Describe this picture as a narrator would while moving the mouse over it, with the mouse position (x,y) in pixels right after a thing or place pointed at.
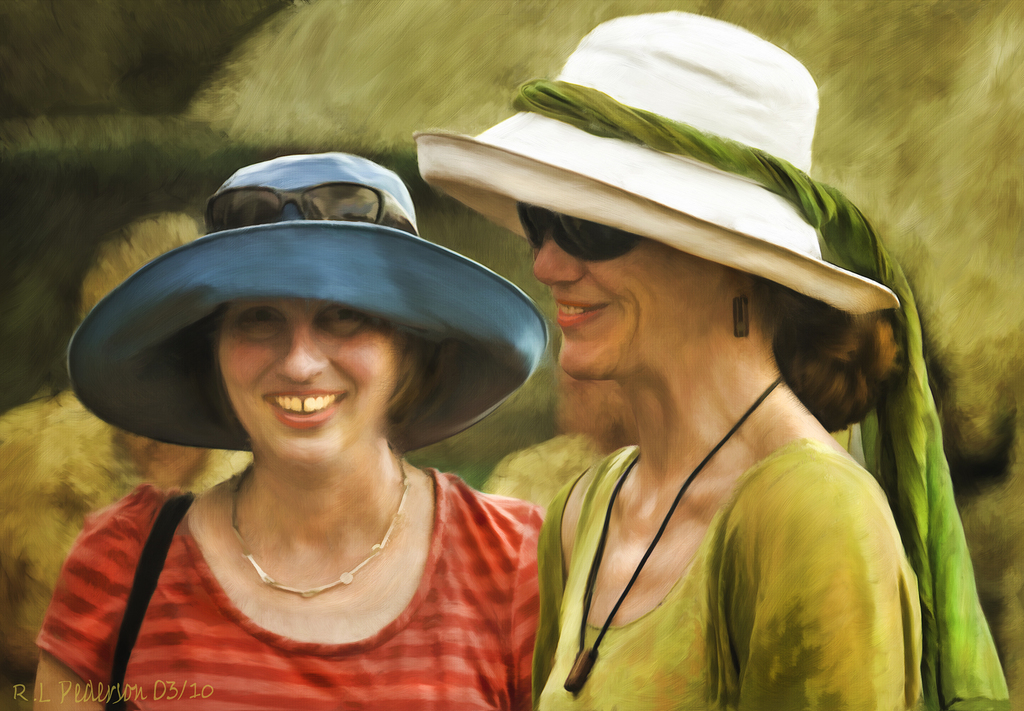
It is the painting in which there are two women (361,463) who are wearing the caps (581,193).
